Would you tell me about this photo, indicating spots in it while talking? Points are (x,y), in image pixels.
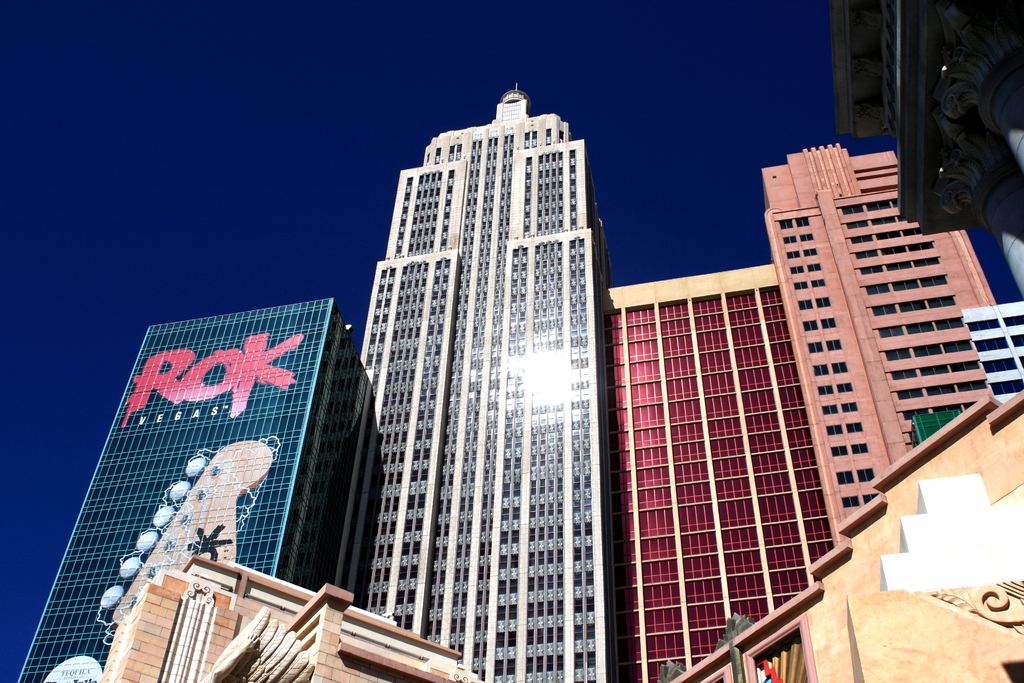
In this image we can see buildings (451,340) at the top of the image (376,109) there is sky (376,115).
